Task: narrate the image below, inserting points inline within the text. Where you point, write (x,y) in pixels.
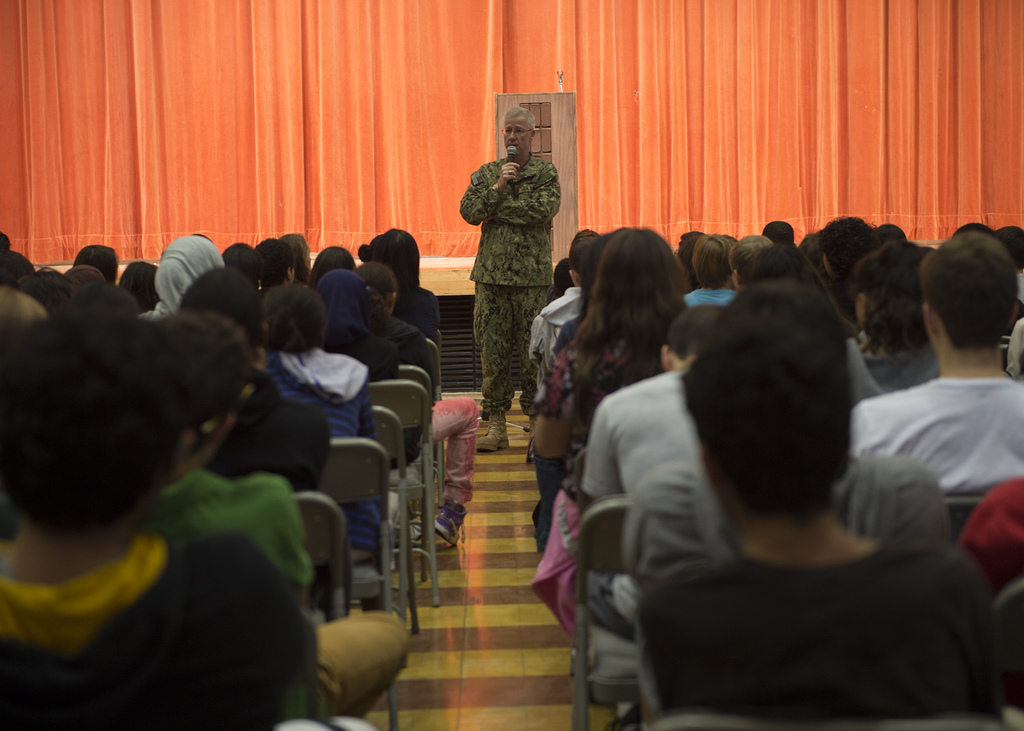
This image is taken indoors. In the background (438,104) there are many curtains (594,130). There is a podium (574,176) on the dais (465,262). In the middle of the image (499,354) a man (499,311) is standing on the floor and he is holding a mic (513,154) in his hands (505,174). On the left (248,420) and right sides of the image many people (749,396) are sitting on the chairs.
